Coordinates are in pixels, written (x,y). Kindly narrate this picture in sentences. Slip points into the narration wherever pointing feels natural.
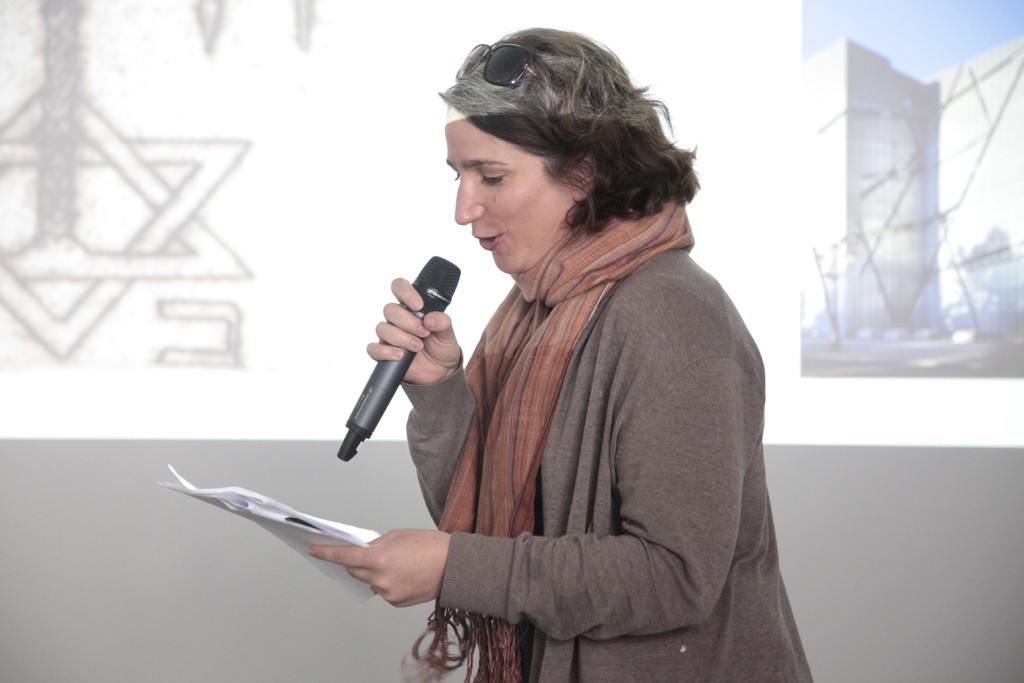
Here we can see a woman (727,385) standing in the middle (519,429) with microphone (435,306) in her hand (415,340) probably talking and she has some papers (328,527) in her hand (356,550).
